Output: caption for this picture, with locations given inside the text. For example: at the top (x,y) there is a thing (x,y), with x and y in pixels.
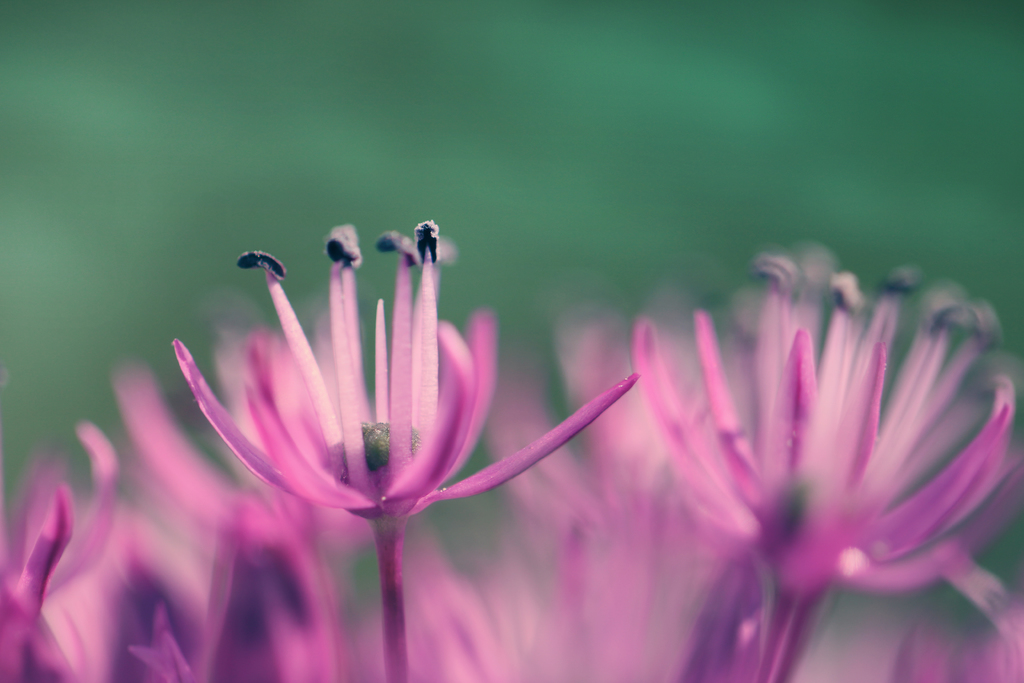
In this image we can see some flowers (144,675) which are in pink and black color.
